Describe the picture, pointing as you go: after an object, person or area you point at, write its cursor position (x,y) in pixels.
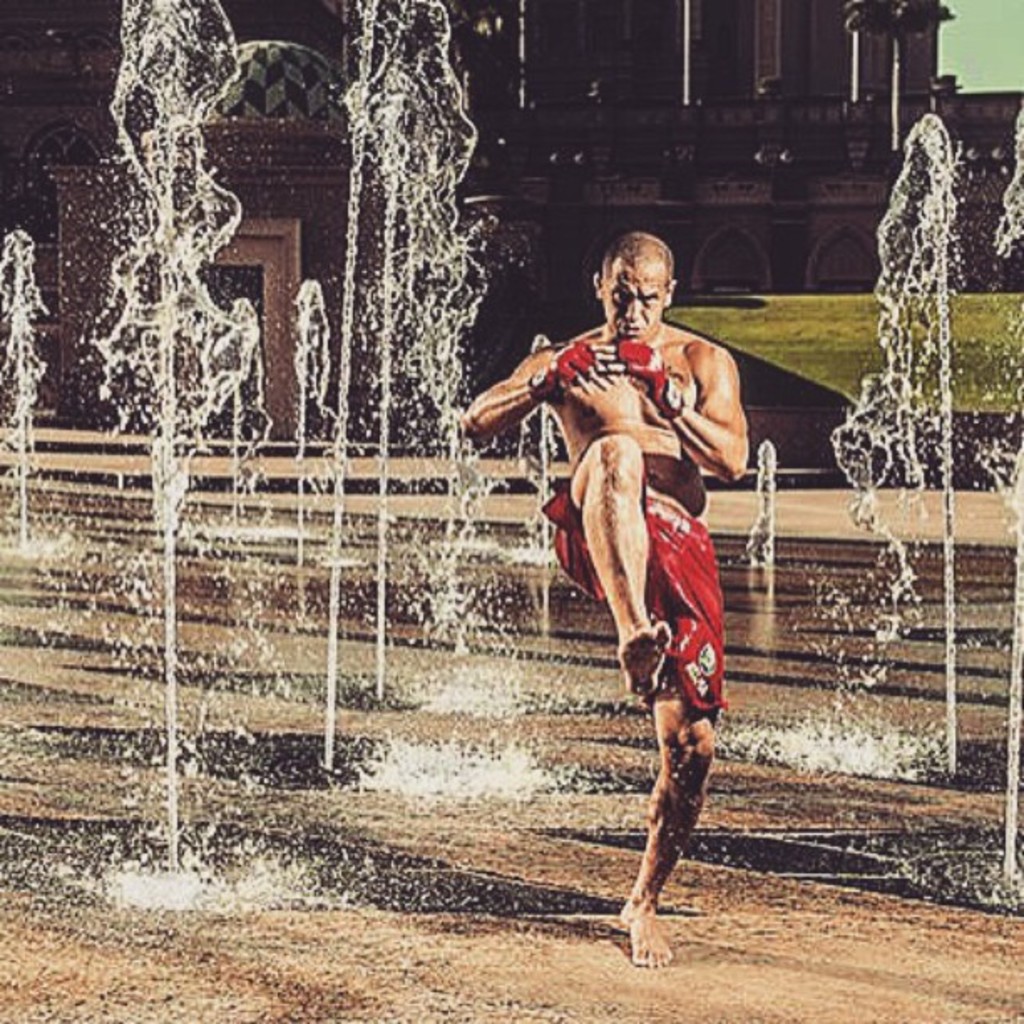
There is a building (75,178) in the background of the image (478,173). A person (679,548) is standing in the image.
